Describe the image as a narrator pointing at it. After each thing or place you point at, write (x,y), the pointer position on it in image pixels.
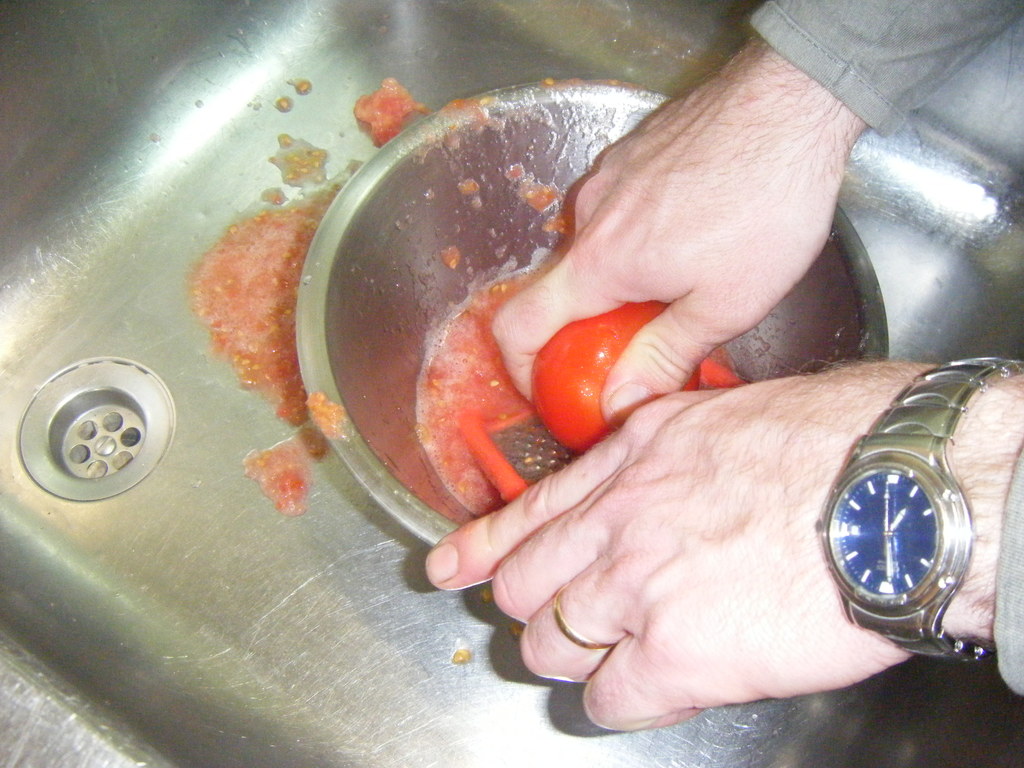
This person (661,355) is grating a tomato (578,377) with grater (498,434) in this bowl (784,316). This is sink (208,544). This person (991,441) wore a wrist watch (902,496).
